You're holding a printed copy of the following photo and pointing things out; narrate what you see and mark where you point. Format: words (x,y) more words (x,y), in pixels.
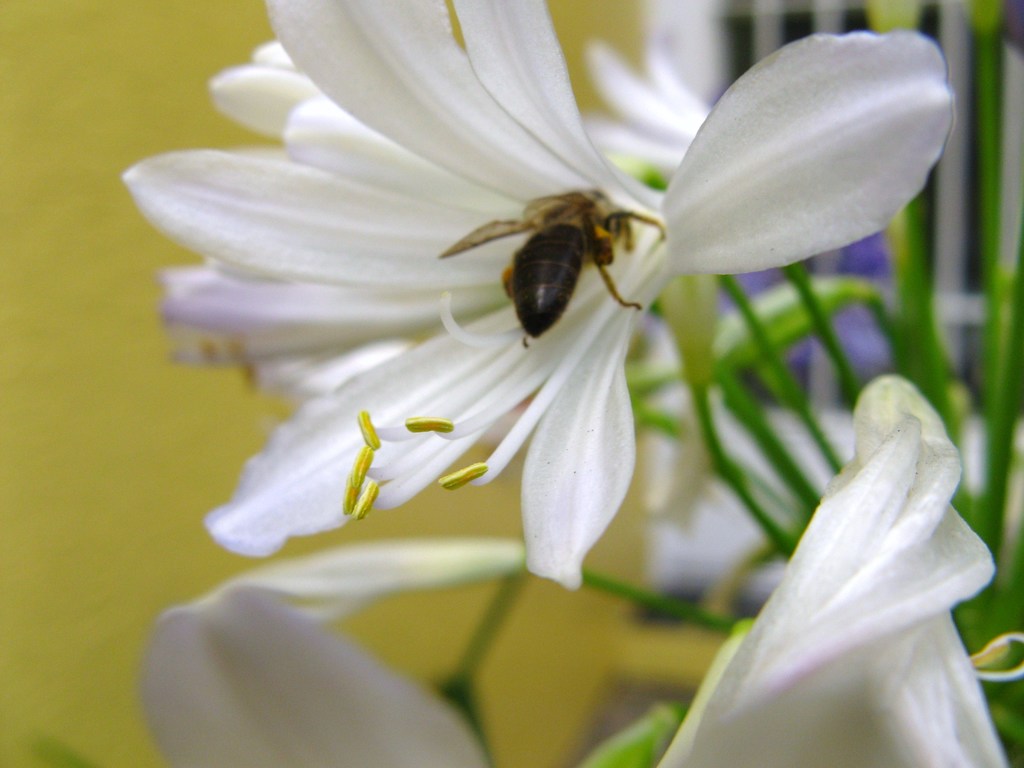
In this image we can see a bee (539,261) on the flower (464,347).
